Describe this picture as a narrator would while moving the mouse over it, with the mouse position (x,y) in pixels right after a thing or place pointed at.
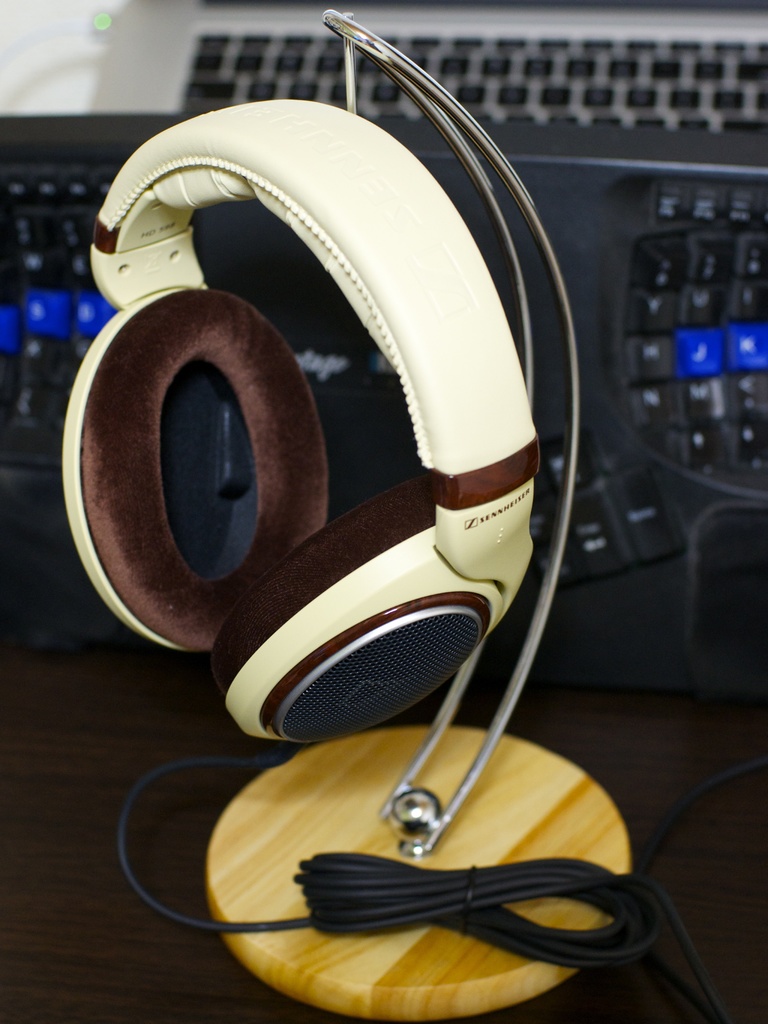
In this image there are headphones (224,304) which are hanged to the stand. In the background (703,304) there is a keyboard (654,281). Behind the keyboard (652,252) there is a laptop (600,49). At the bottom (373,912) there is a wire (440,886) on the stand (402,858).
